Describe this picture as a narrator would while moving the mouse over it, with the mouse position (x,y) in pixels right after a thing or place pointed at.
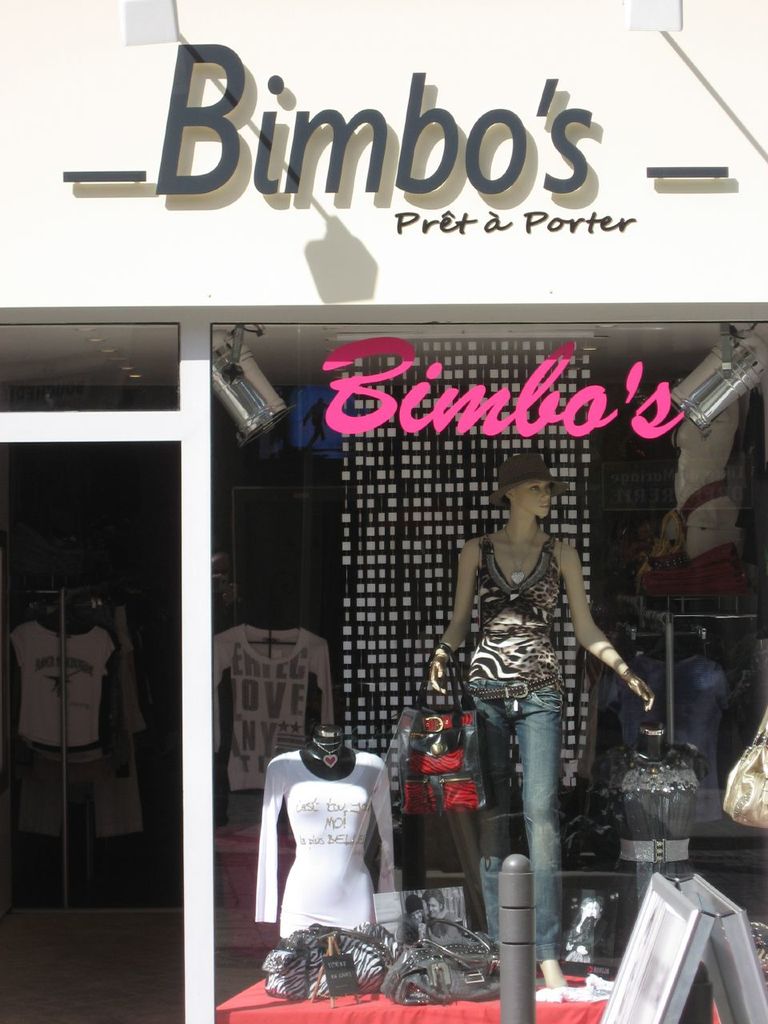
In this image, we can see a store (47,947). Here there is a glass (339,572). Through the glass (326,662) we can see the inside view. Here we can see mannequins (328,802), bags (383,938), clothes (288,933), some objects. At the bottom (509,877), there is a pole (513,978), boards (685,982). Top of the image (363,265), we can see a hoarding (356,178).
